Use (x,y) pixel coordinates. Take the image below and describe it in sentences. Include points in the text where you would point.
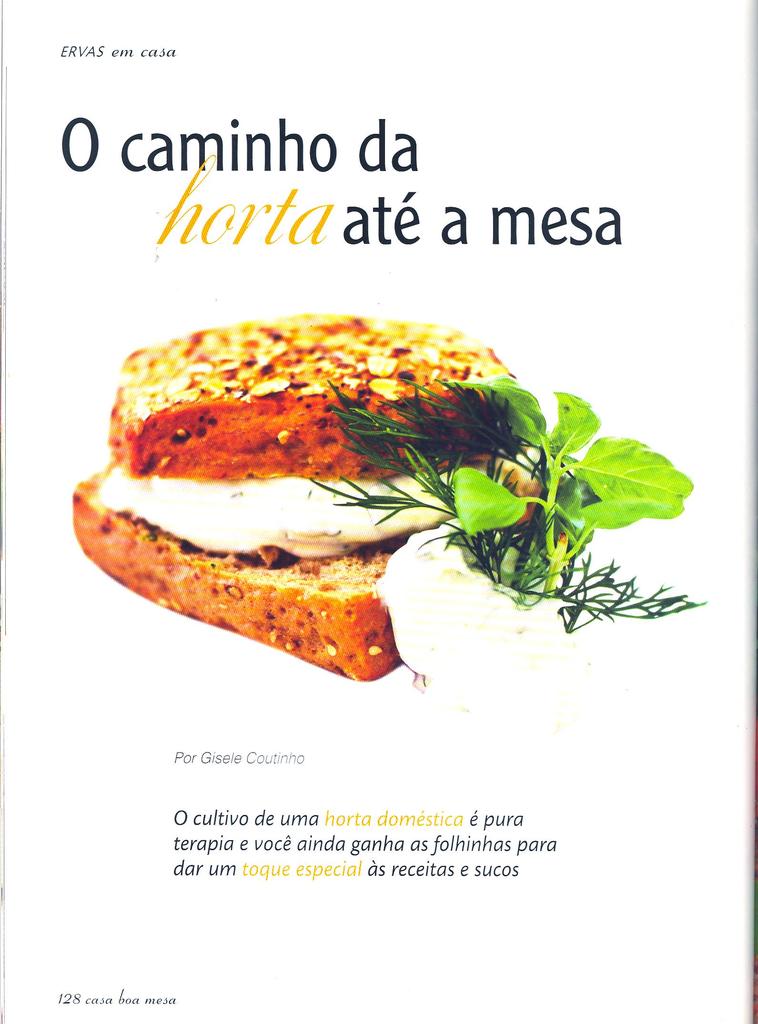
This is a poster (520,317). In the center of the image (357,467) we can see a snack item (478,571) and leaves (642,485). In the background of the image (489,812) we can see the text (382,210).
